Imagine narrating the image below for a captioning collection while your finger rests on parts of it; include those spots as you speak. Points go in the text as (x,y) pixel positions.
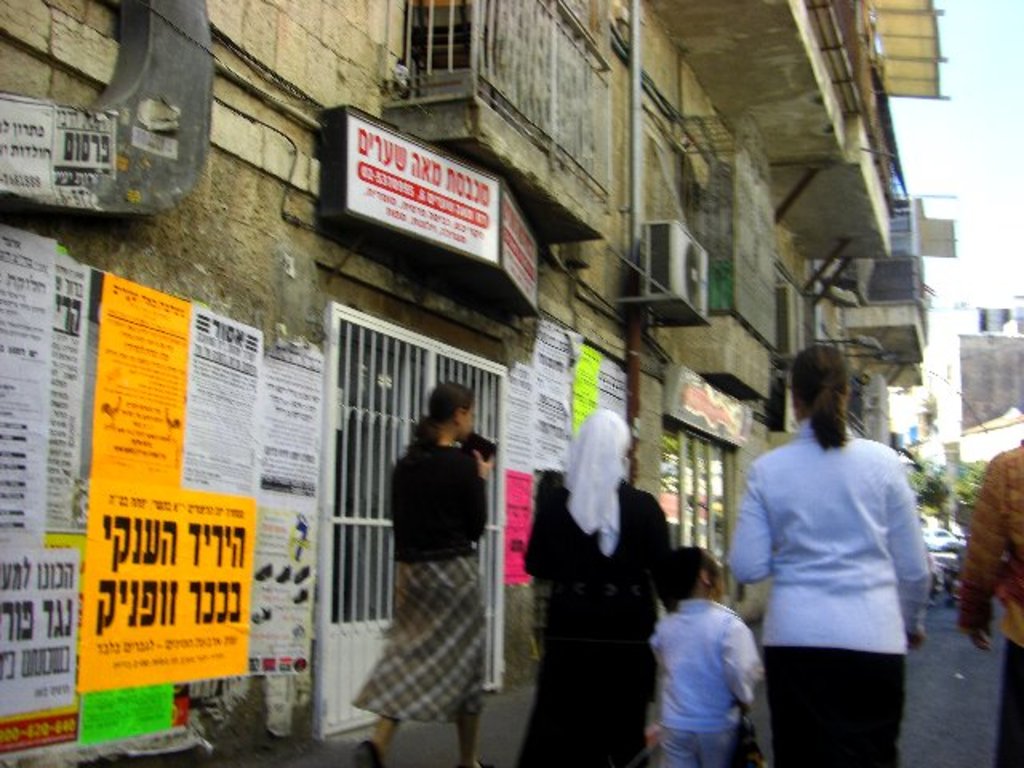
In this picture I can see people (693,565) on the ground (486,723). In the background (642,294) I can see buildings (577,280) and sky (982,49). I can also some posters (194,367) and other objects (636,249) attached to the wall (322,283).
